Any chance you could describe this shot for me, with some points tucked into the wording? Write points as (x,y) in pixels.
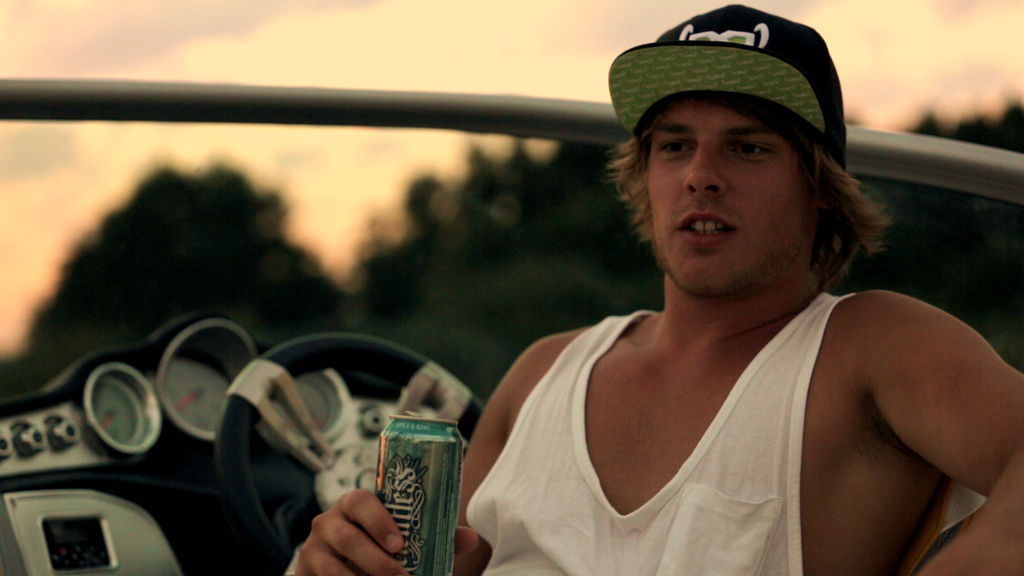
In this picture we can see a man (783,496) here, he is holding a tin (418,446), he wore a cap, we can see a vehicle (370,471) here, in the background (475,273) there are some trees (372,271), we can see the sky (287,43) at the top of the picture (271,45).
